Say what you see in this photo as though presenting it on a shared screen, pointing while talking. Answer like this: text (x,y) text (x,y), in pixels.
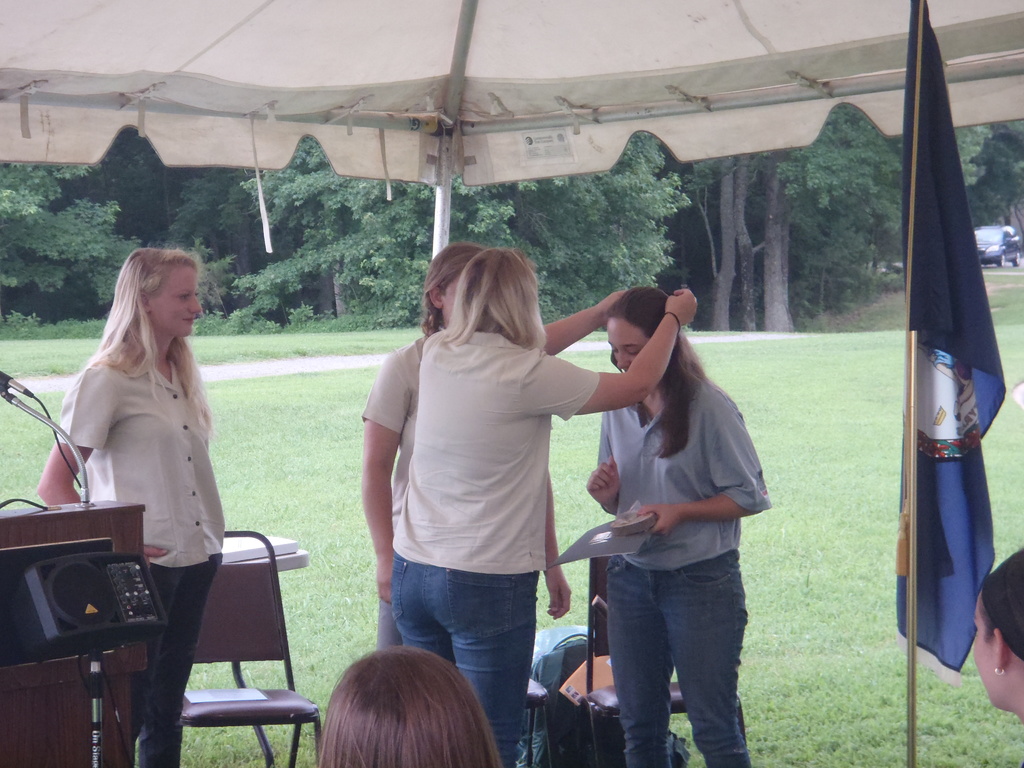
In the image we can see there are people (143,453) who are standing and the ground (775,524) is covered with grass (835,444) and at the back (567,262) there are lot of trees (468,197).
